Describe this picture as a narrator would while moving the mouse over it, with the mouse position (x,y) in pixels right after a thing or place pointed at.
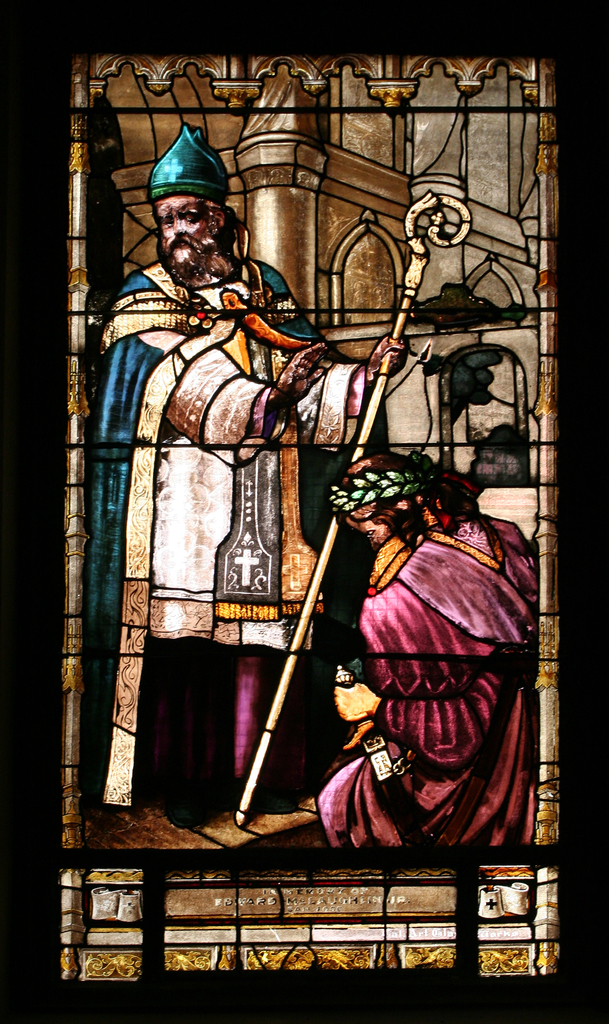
In this picture we can see two persons (231,614), this might be an art (447,604) and a glass window (220,638).
